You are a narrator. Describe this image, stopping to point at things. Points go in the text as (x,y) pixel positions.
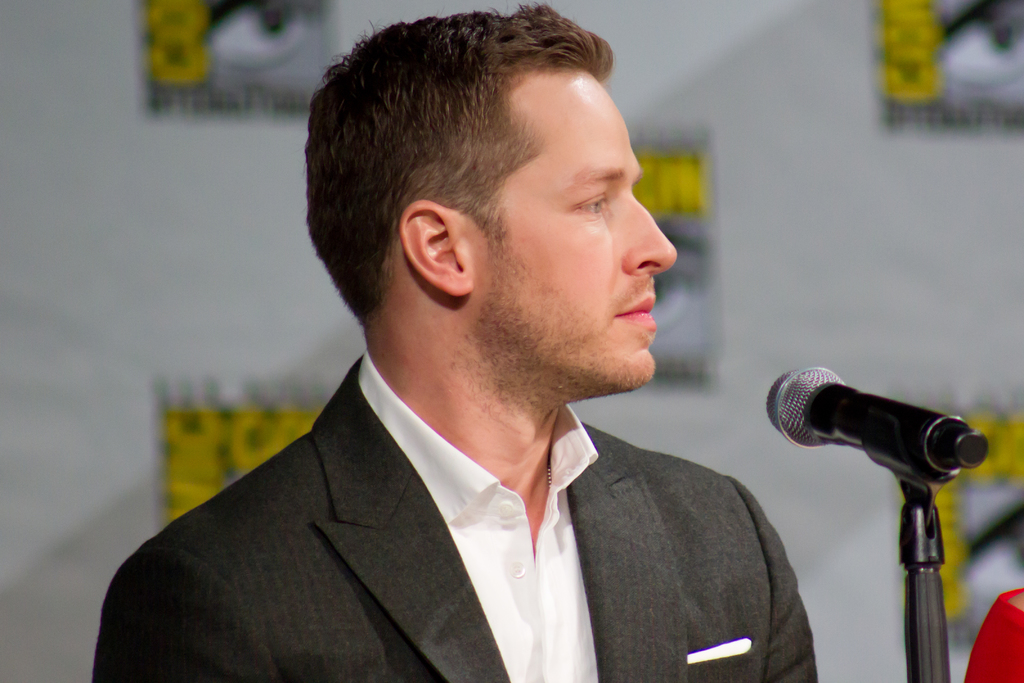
We can see a man (660,478) at the mic (939,439) which is on a stand (934,640). In the background (238,189) there is a hoarding (663,19).
